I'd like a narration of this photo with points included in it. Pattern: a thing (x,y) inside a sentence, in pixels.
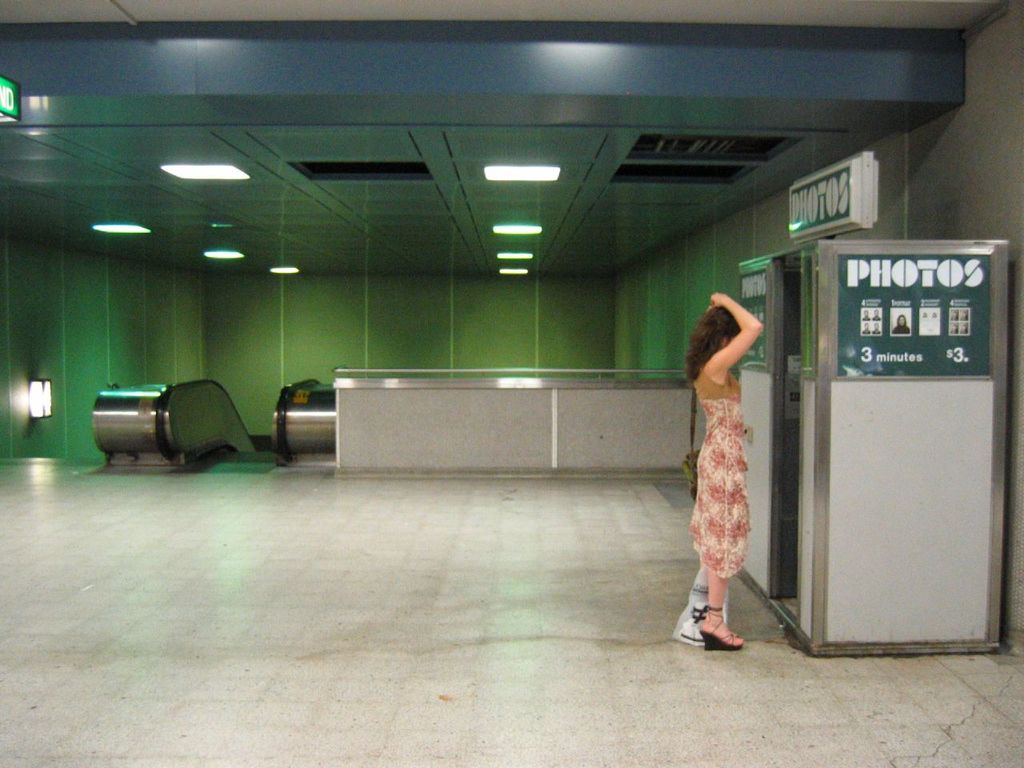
There is a lady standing on the right side of the image (706,412) in front of a photo booth (874,403) and there is an escalator (304,400), railing (439,381) and light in the background area (515,382).
